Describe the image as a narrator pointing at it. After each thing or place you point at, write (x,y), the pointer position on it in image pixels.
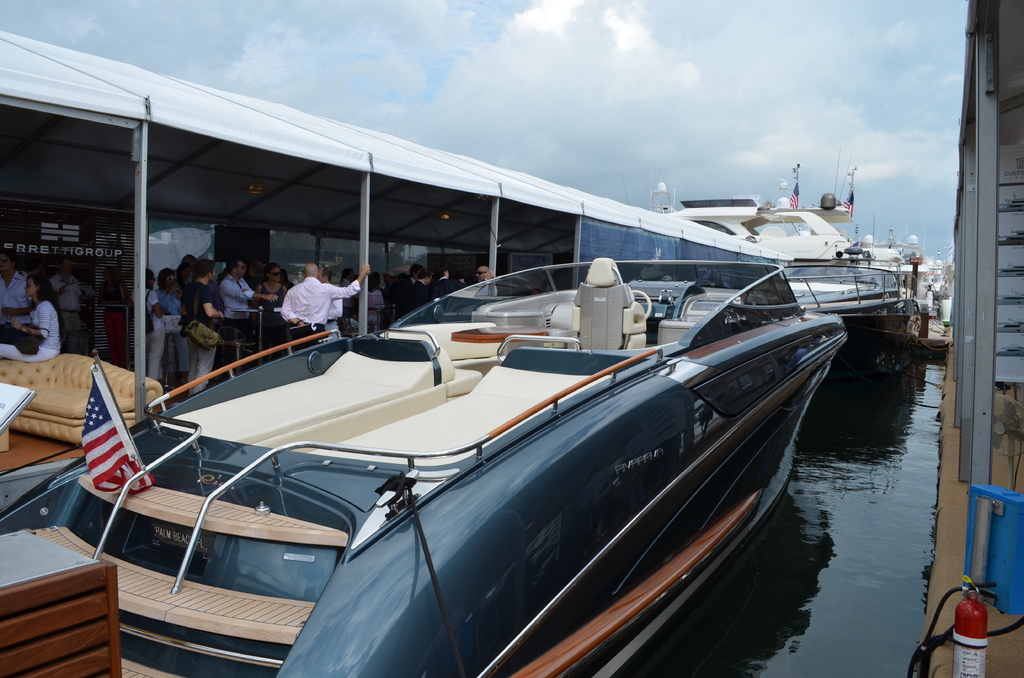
In this image I can see water (812,464) and in it I can see few boats (719,351). I can also see people (236,295) where few are sitting and rest all are standing. I can also see few flags (102,482) and in background (562,105) I can see clouds (576,81) and the sky (619,119). I can also something is written over here.
